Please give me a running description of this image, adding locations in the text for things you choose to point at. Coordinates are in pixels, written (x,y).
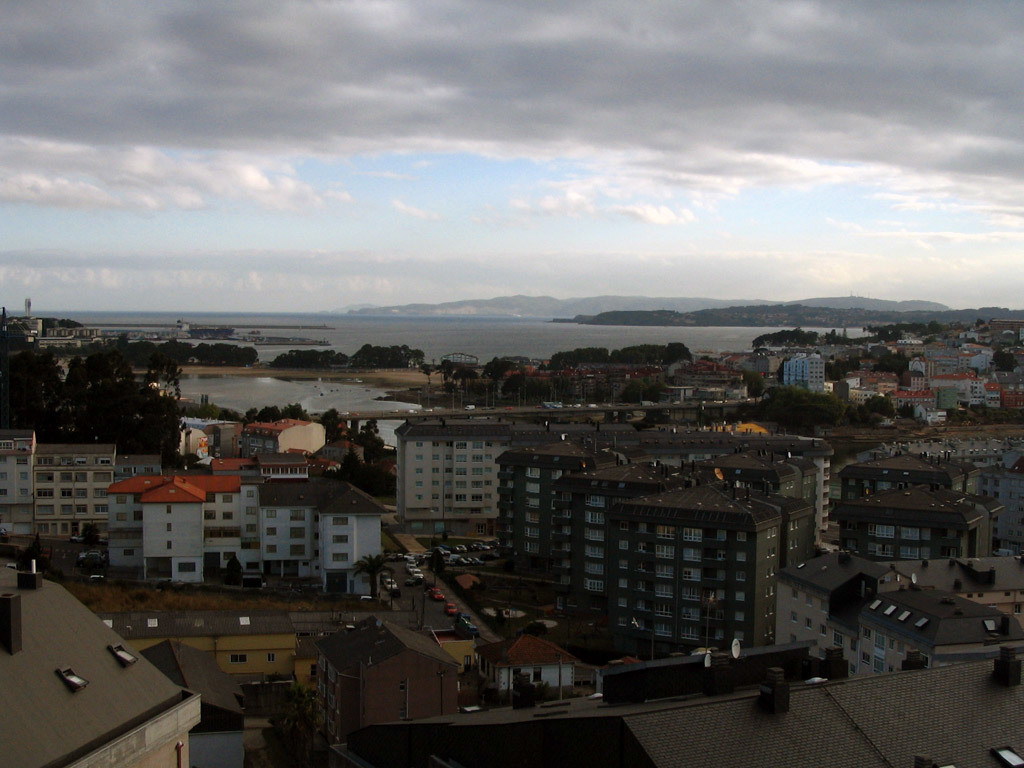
This image is taken outdoors. At the top of the image (139,85) there is the sky (459,105) with clouds (805,174). In the background (502,305) there are a few hills (546,305) and there is a river (449,330) with water (516,329). In the middle of the image (679,494) there are many buildings (813,544) and houses (932,577) with walls (611,590), windows (737,616), doors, railings (716,560) and balconies (638,550). There are a few roads (421,595). Many vehicles (419,552) are moving on the roads (441,617) and a few are parked on the ground (259,602). There are many trees (171,386) and plants (445,365) on the ground (272,594).
